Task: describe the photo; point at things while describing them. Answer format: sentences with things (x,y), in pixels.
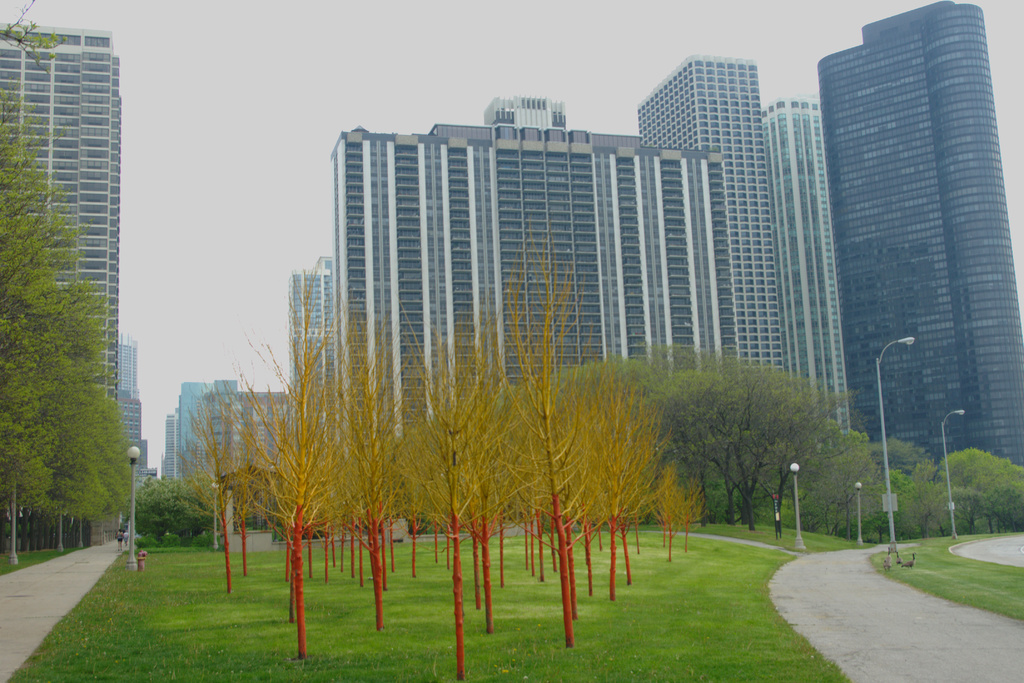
In this image we can see many trees (605,453) and light poles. There are roads (844,614). On the ground (523,537) there is grass (372,617). In the background (271,345) there are buildings (761,337) and there is sky (178,166).
